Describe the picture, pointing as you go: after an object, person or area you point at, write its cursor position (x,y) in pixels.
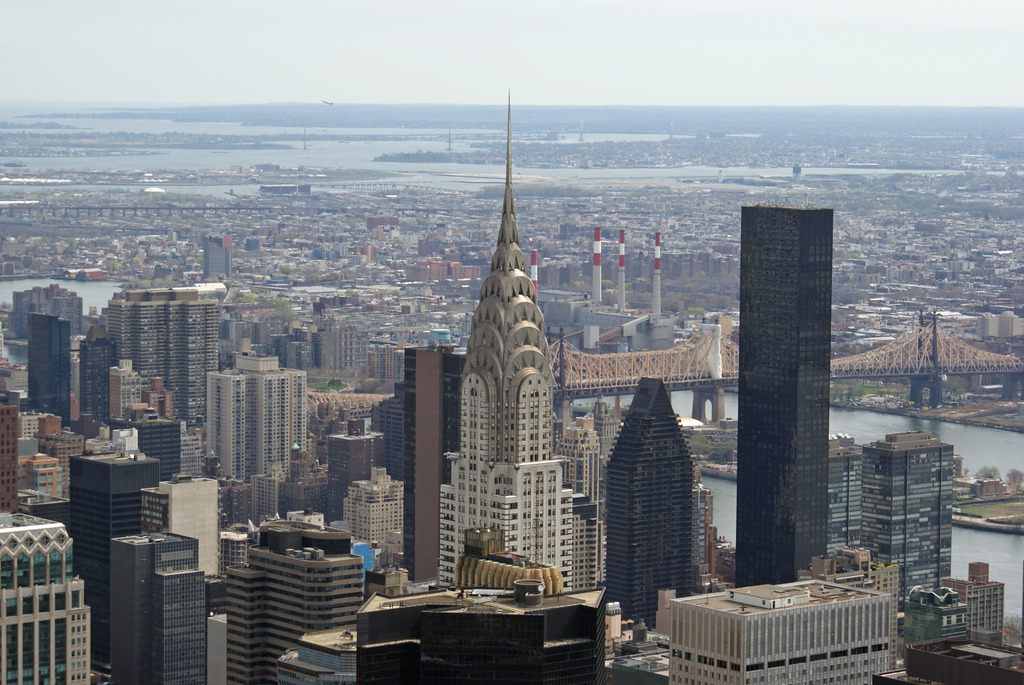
There is a overview of a city (165,252). There is a bridge (624,360) on the right side of this image (860,379) and there is a sea (952,545) at the bottom right side of this image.
